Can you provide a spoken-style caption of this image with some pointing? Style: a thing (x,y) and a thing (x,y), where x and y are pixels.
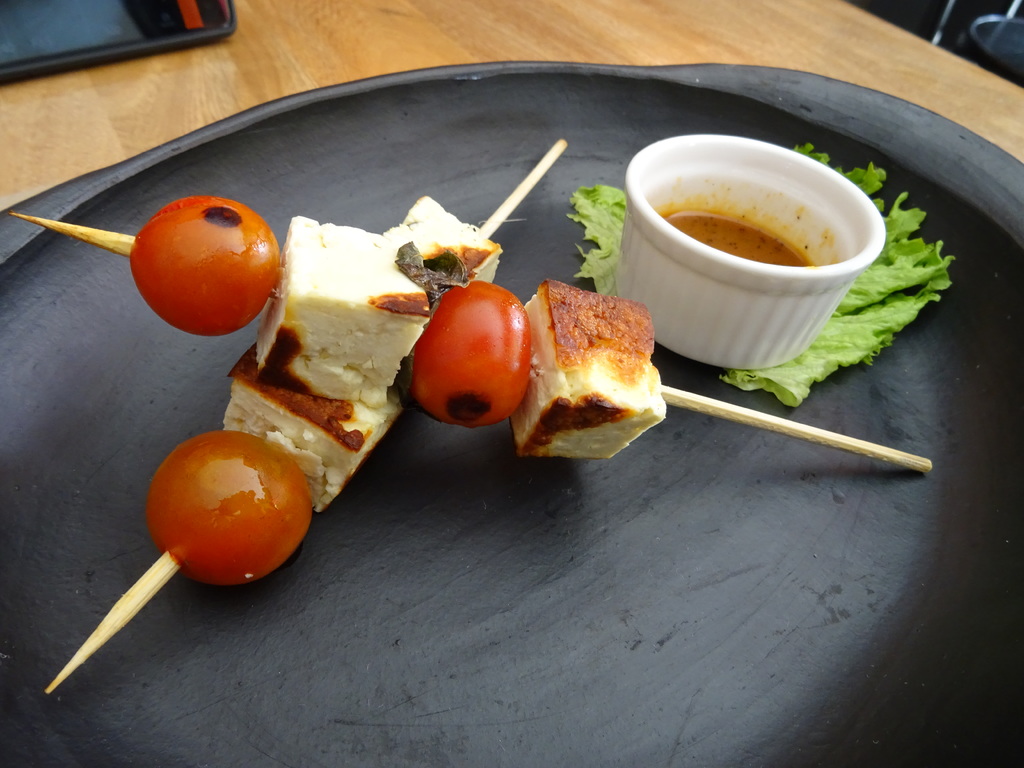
In this picture there are some tomato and cheese blocks (372,327) with the stick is placed on the wooden table top (405,35).
